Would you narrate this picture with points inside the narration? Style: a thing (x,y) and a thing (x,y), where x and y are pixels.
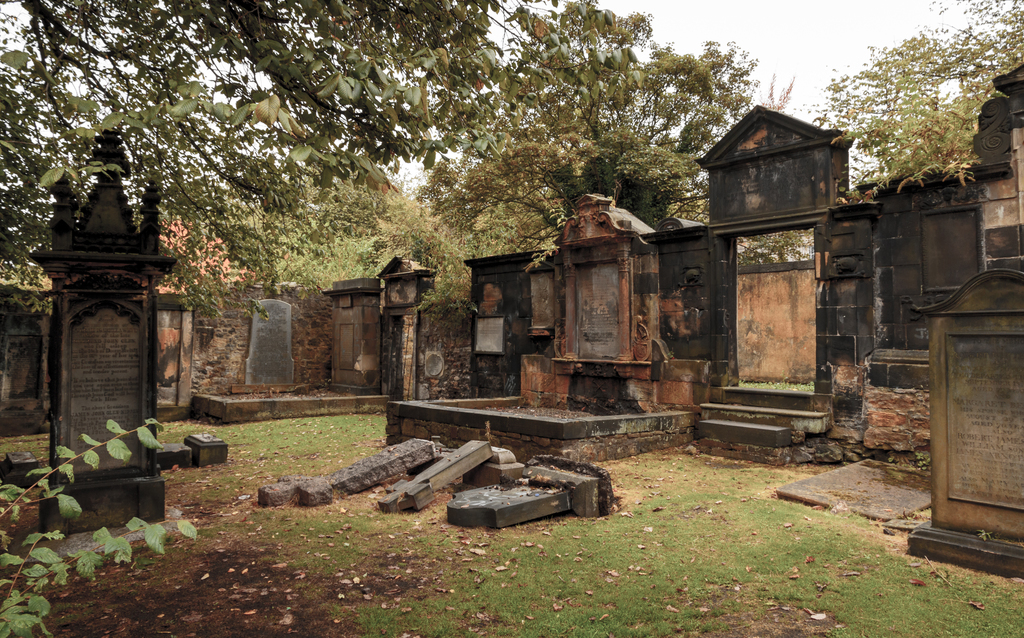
In the foreground of this image (115,340), there are few headstones (121,353), wall (551,380), trees (267,157), steps (771,404) and the sky (795,57).
